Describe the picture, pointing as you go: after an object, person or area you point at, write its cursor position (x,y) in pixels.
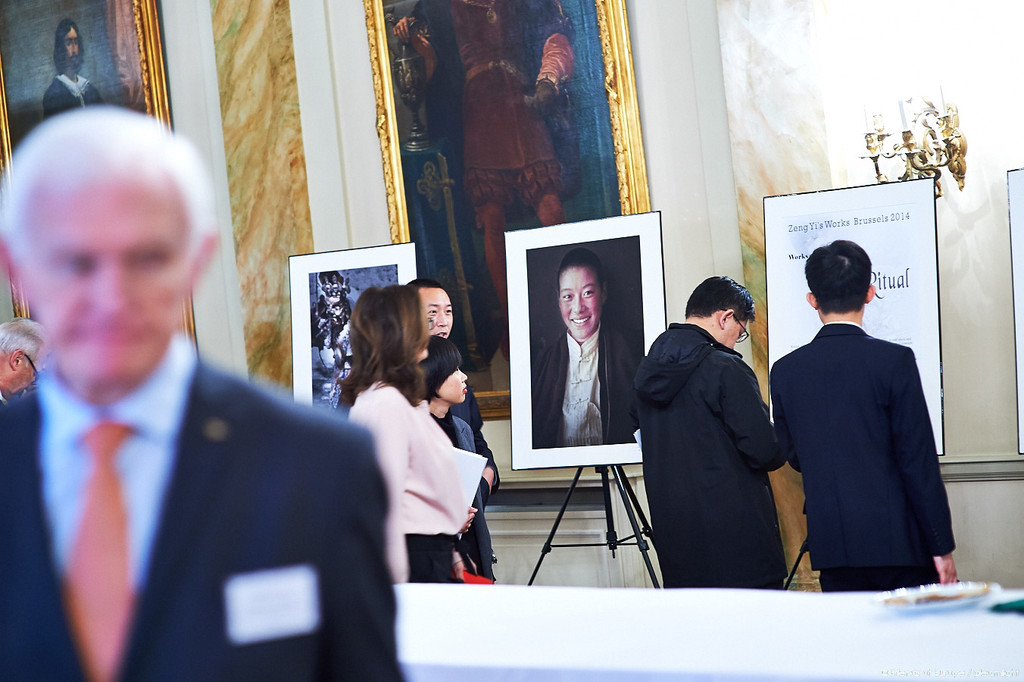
In this image I can see group of people (12,543) standing. In front (284,493) the person (307,588) is wearing black blazer (265,490), blue shirt (165,470). In the background (615,369) I can see few boards (896,284) and I can also see few frames (547,68) attached to the wall (667,113) and the wall (684,162) is in white color.
